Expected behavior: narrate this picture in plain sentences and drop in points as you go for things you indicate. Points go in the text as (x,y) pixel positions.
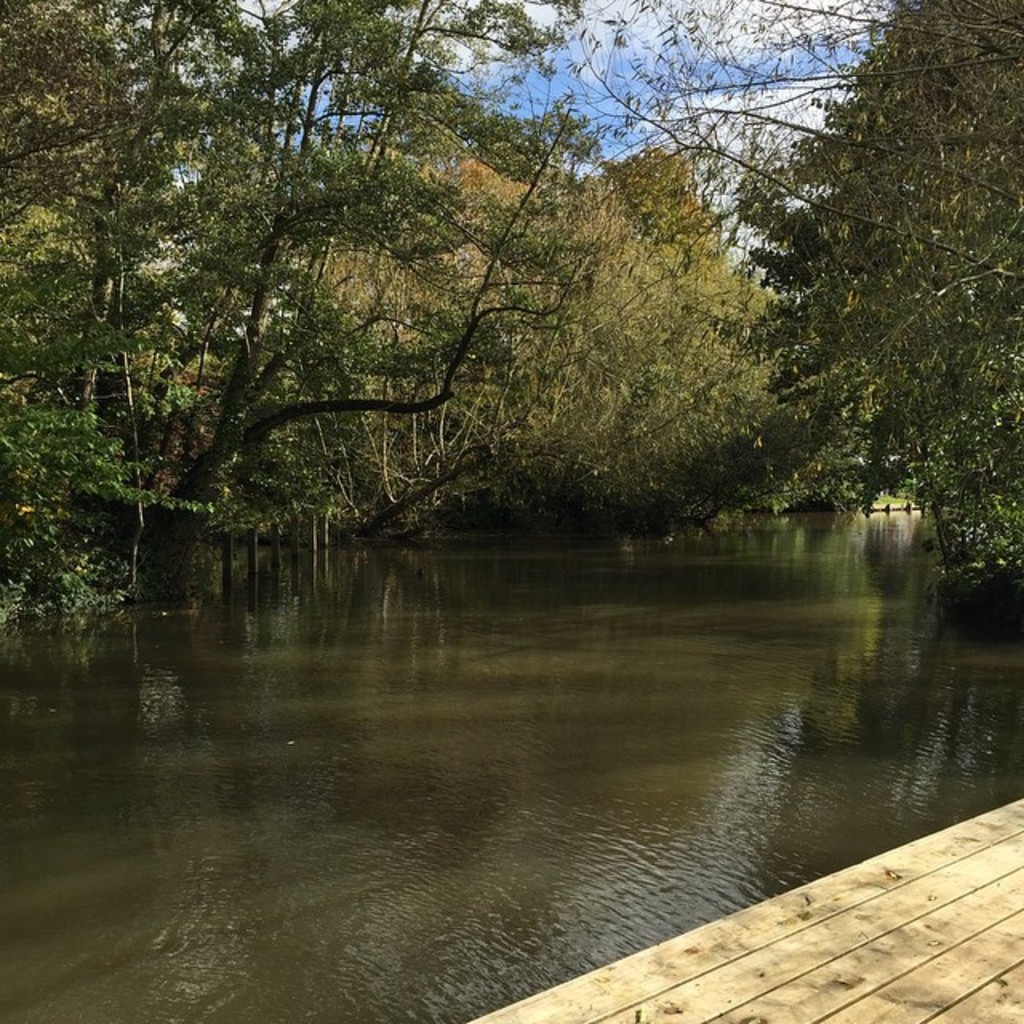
In this image I can see water (421,899), background (123,260) I can see trees (230,275) in green color and the sky (620,111) is in white and blue color.
